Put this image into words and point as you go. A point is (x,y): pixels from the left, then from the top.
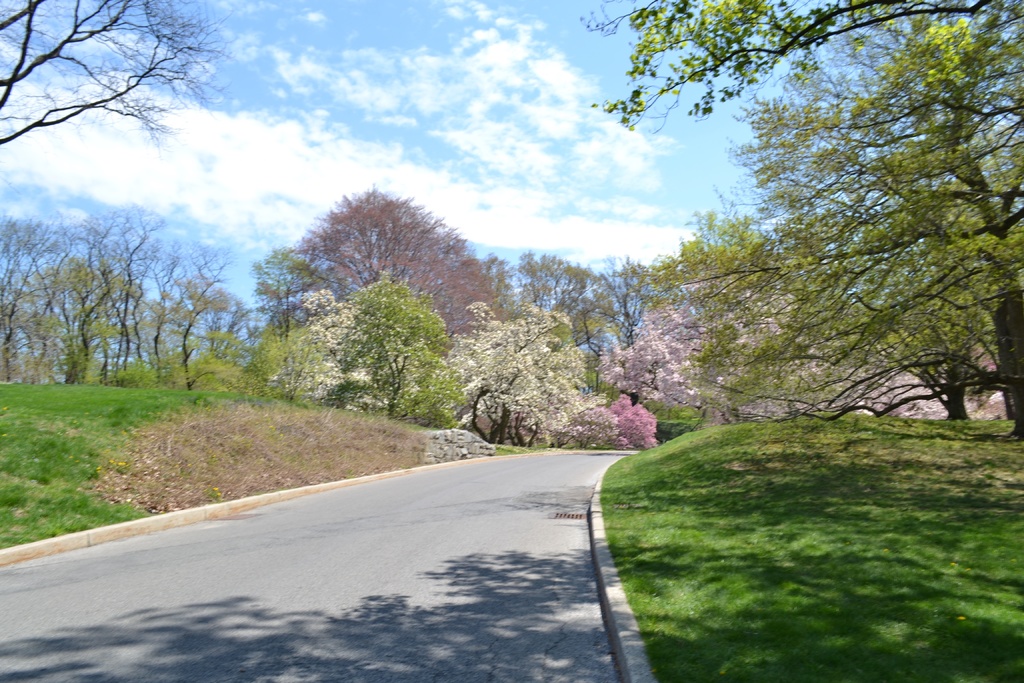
As we can see in the image there is grass (741,492) and few trees (494,304). At the top (431,74) there is sky (467,72) and there are clouds (253,191).
